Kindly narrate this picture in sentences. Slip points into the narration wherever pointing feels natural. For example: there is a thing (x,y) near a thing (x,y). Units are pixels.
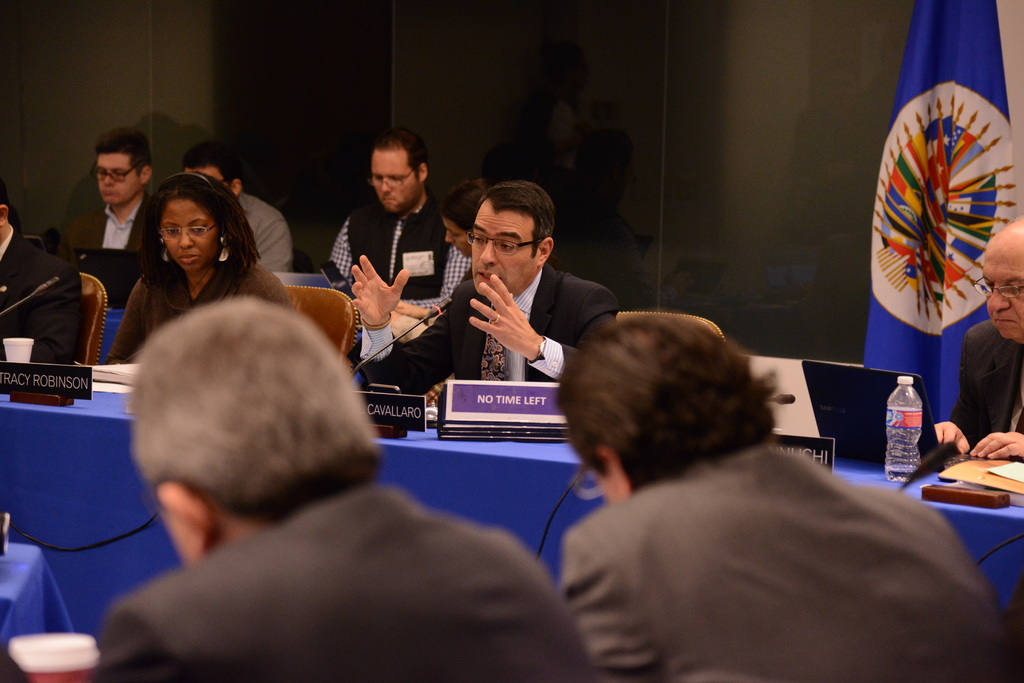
In this picture we can see a group of people (437,585) sitting on chairs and in front of the people (987,659) there are tables (511,527) and on the table (447,457) there are name boards (73,370), microphones (915,471), bottles (891,430), cup (22,359) and files (960,479) and behind the people (860,518) there is a flag (923,218).
